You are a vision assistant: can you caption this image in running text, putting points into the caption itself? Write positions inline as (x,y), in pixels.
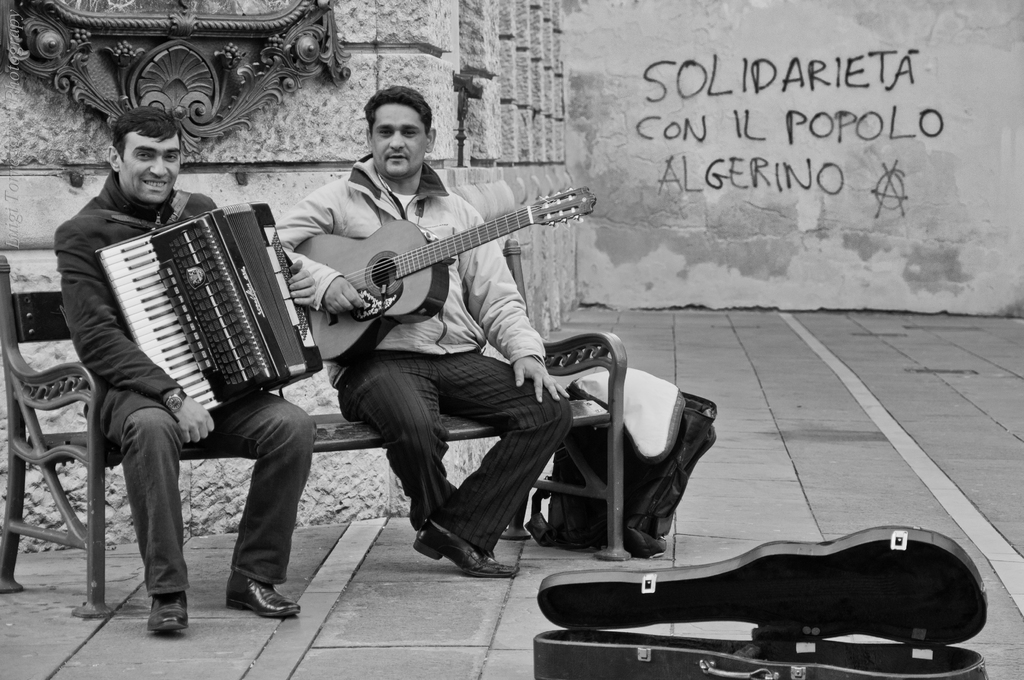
To the left side (330,432) there is a bench (478,422). On the bench (567,375) there are two men (376,350) sitting. To the left side (82,293) there is a man (88,306) with black jacket (123,365) and holding accordion (244,285). Beside him there is a man (432,199) with white jacket (511,299) and holding guitar (403,258). Beside him there is a bag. To the right bottom (768,647) there is a guitar box (676,599). In the background (460,166) there is a wall (461,62) with sculpture (129,34) on it.
